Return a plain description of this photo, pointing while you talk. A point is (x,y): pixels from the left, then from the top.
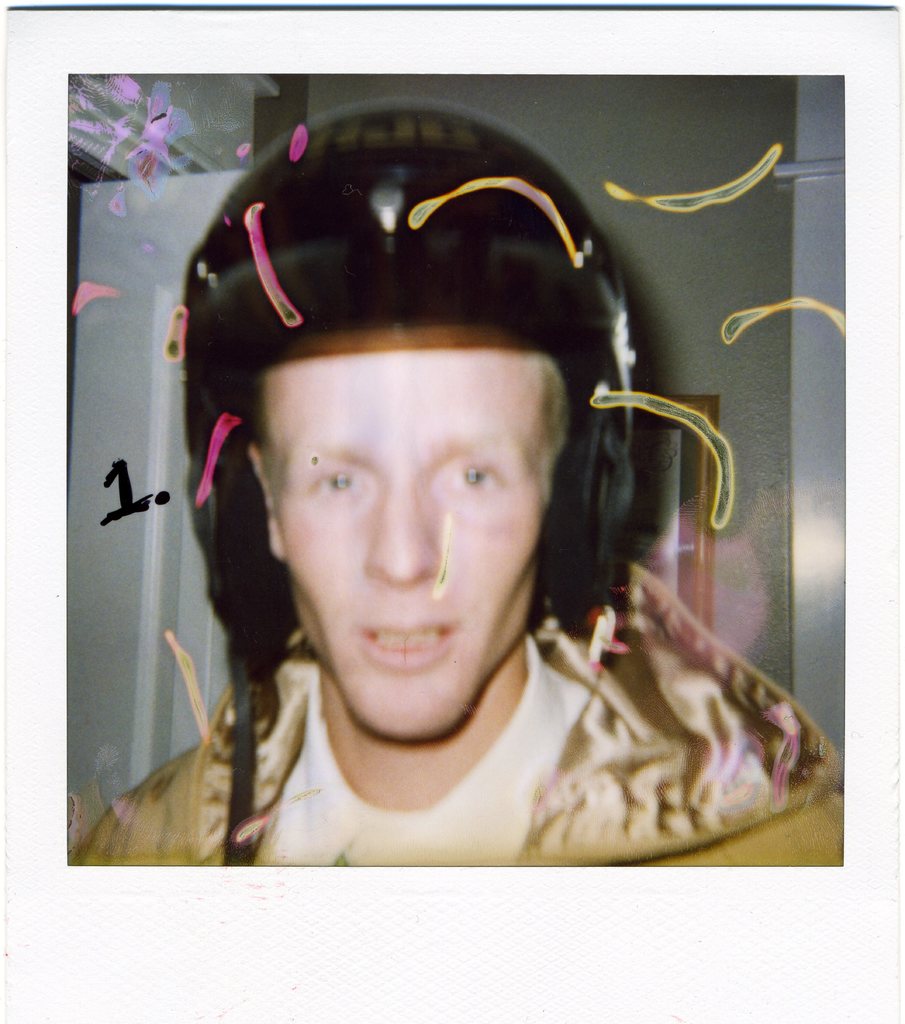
This picture is a photo frame (610,964). In this image, we can see a man (603,826) wearing black color helmet (554,281). In the background (667,438), we can see a photo frame (666,451) attached to a wall (774,472) and some metal instrument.
